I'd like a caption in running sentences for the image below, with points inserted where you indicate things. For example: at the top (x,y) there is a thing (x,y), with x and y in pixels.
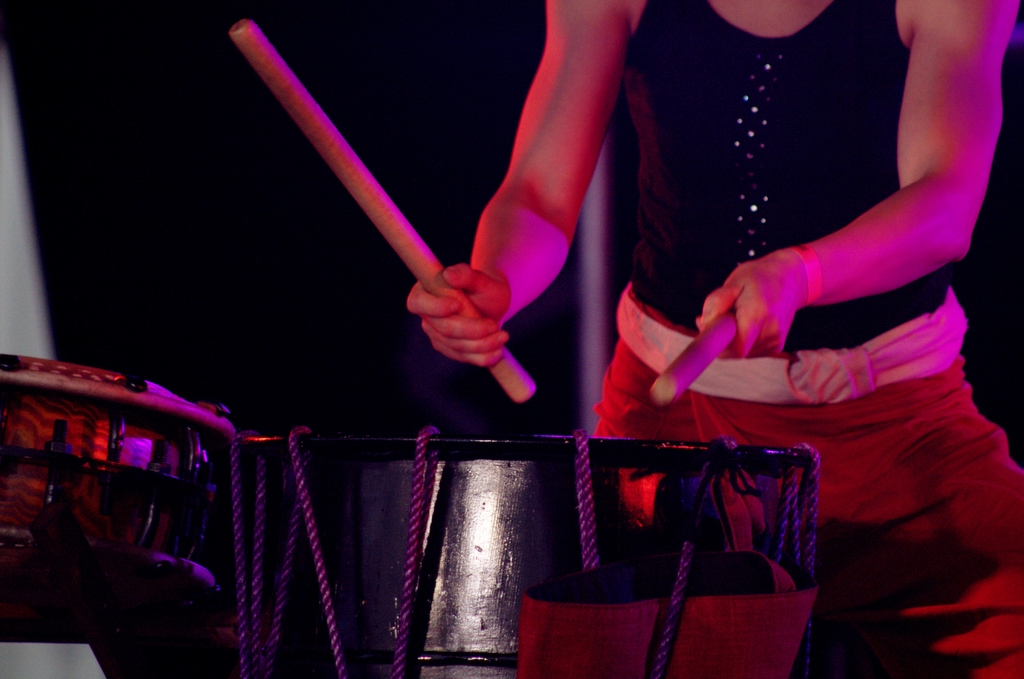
This picture shows a woman (740,355) playing drums (20,430) with sticks (318,131) in her hand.
